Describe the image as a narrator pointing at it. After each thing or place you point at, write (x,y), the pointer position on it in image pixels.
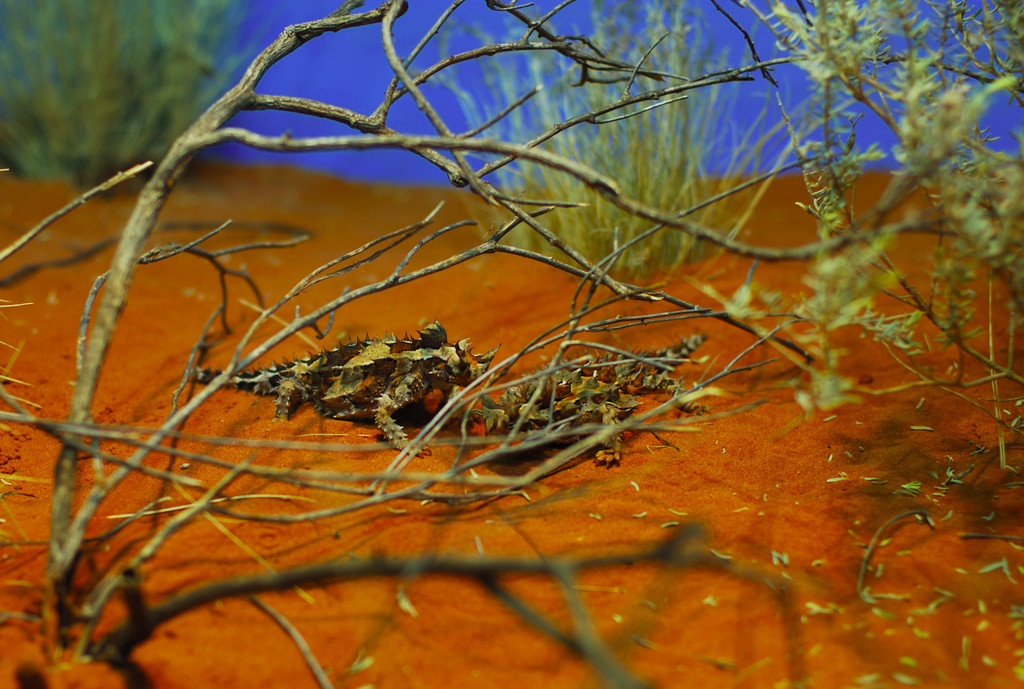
In this image we can see reptiles (456,392) on the ground (783,466) and there are plants (168,137) and a tree (705,77).
